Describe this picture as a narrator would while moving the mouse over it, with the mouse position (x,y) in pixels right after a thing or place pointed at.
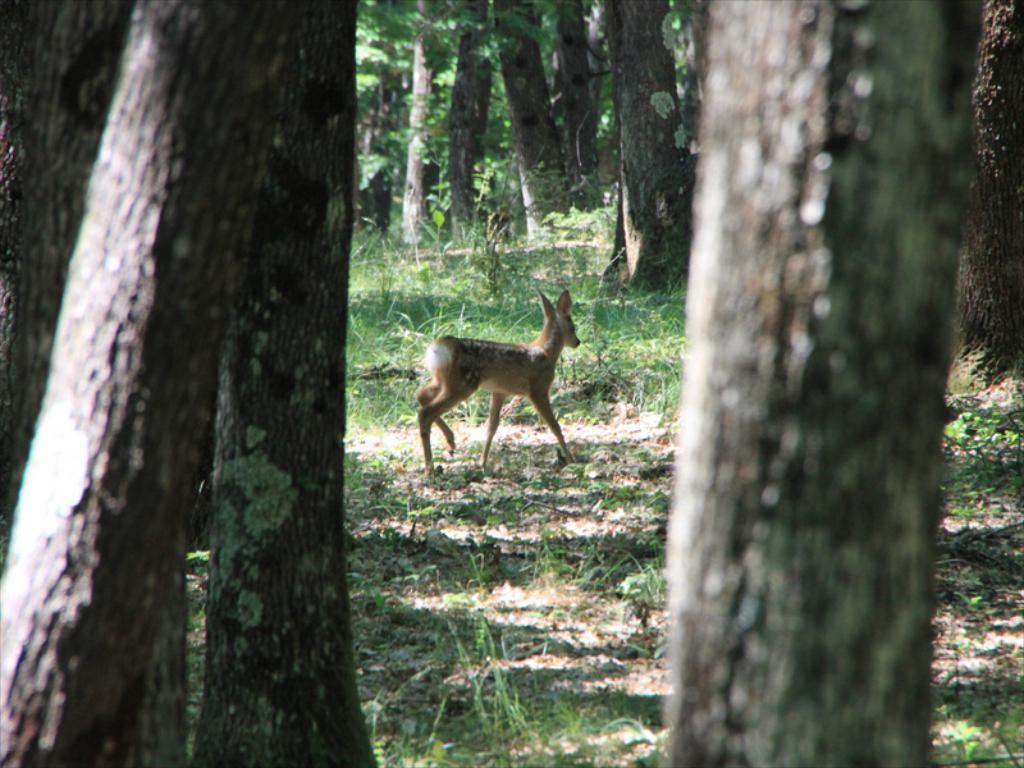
In this image we can see few trees (248,343), grass (394,286) and a deer (530,366) on the ground (454,275).
